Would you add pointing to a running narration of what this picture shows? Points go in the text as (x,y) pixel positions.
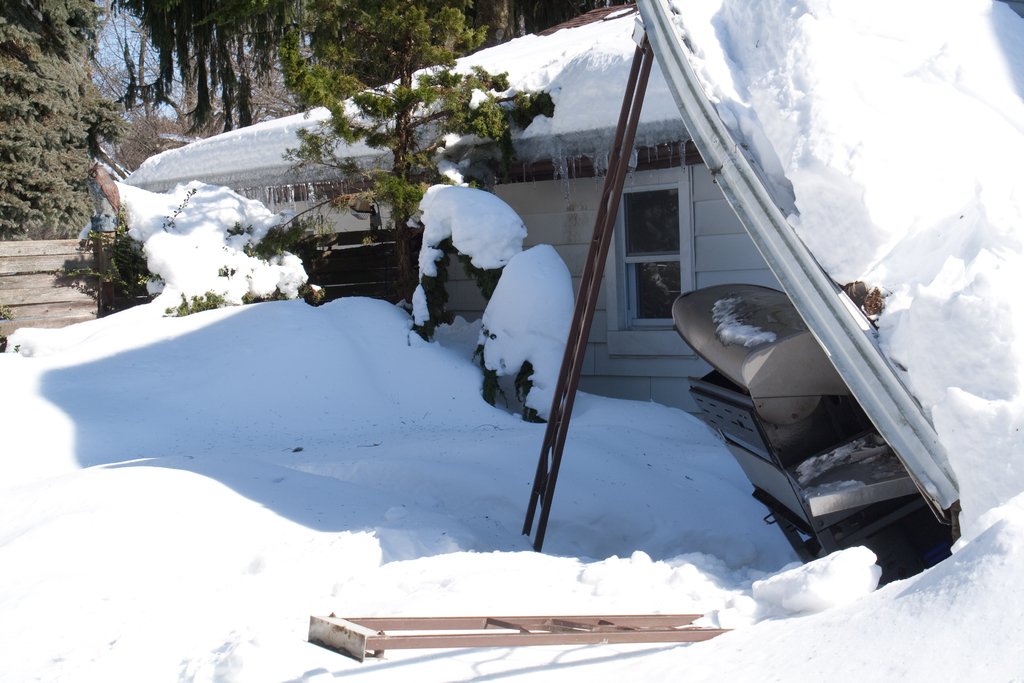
Here we see a house (625,17) covered with snow (202,272) and few trees (28,44) around.
